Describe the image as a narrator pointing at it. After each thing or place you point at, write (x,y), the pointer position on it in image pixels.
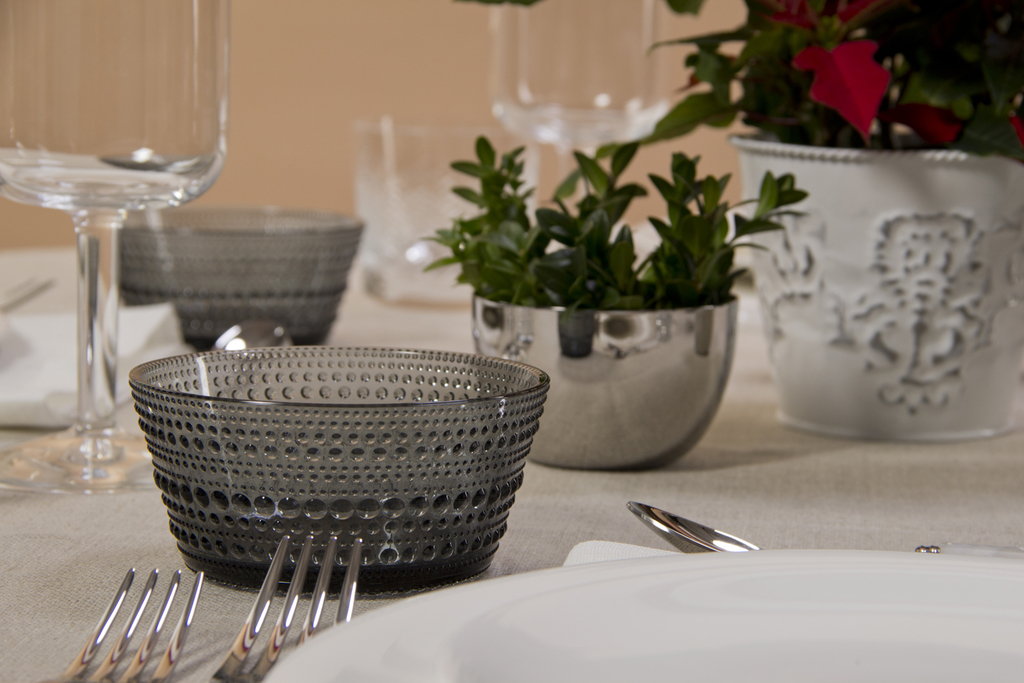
In this picture we can able to see plants (584,282), bowls (269,390), plates (646,607), forks (349,605), spoon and glasses (152,197).
